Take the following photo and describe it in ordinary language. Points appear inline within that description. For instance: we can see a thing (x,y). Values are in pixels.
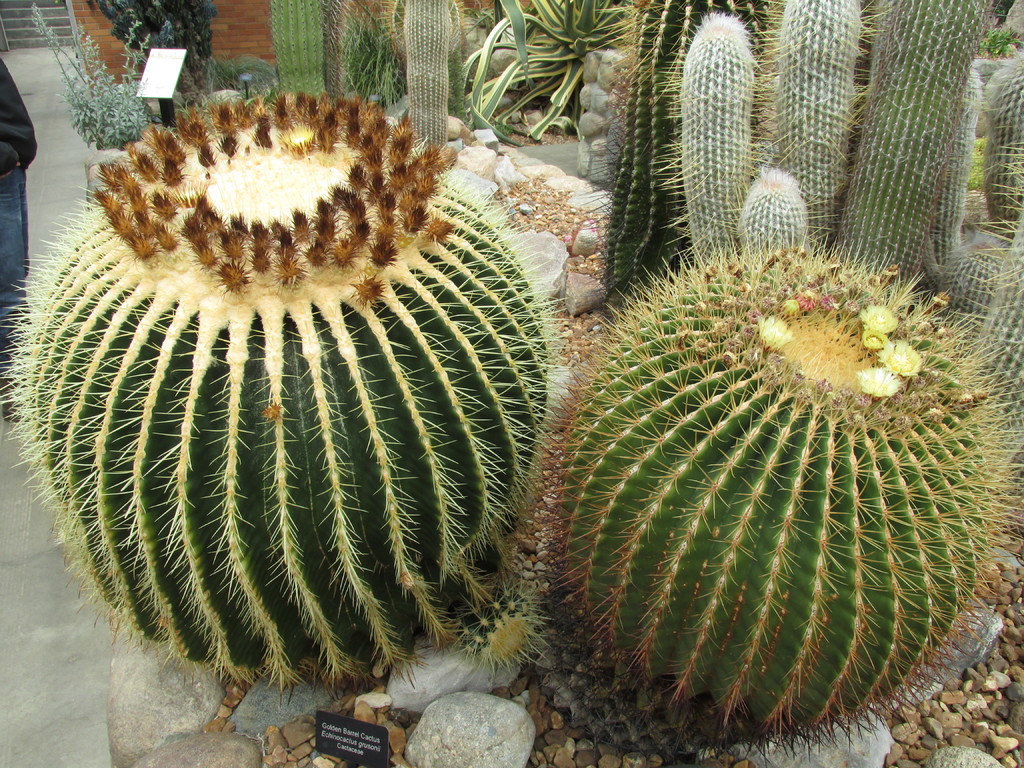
In this image we can see there are some cactus plants (455,357), stones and one person (15,160) is standing on the road (48,56), in the background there are stairs (44,35).
